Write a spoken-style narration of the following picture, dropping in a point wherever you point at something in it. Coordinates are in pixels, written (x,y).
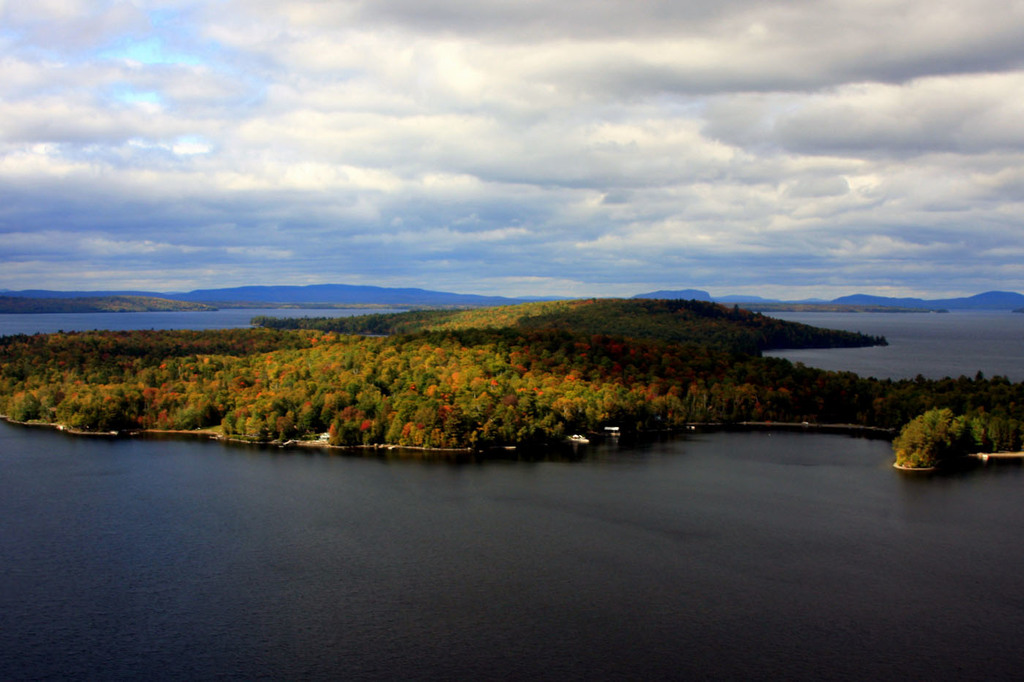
In this picture we can see water (427,597), trees (562,426), hills (561,310) and a cloudy sky (474,173).
